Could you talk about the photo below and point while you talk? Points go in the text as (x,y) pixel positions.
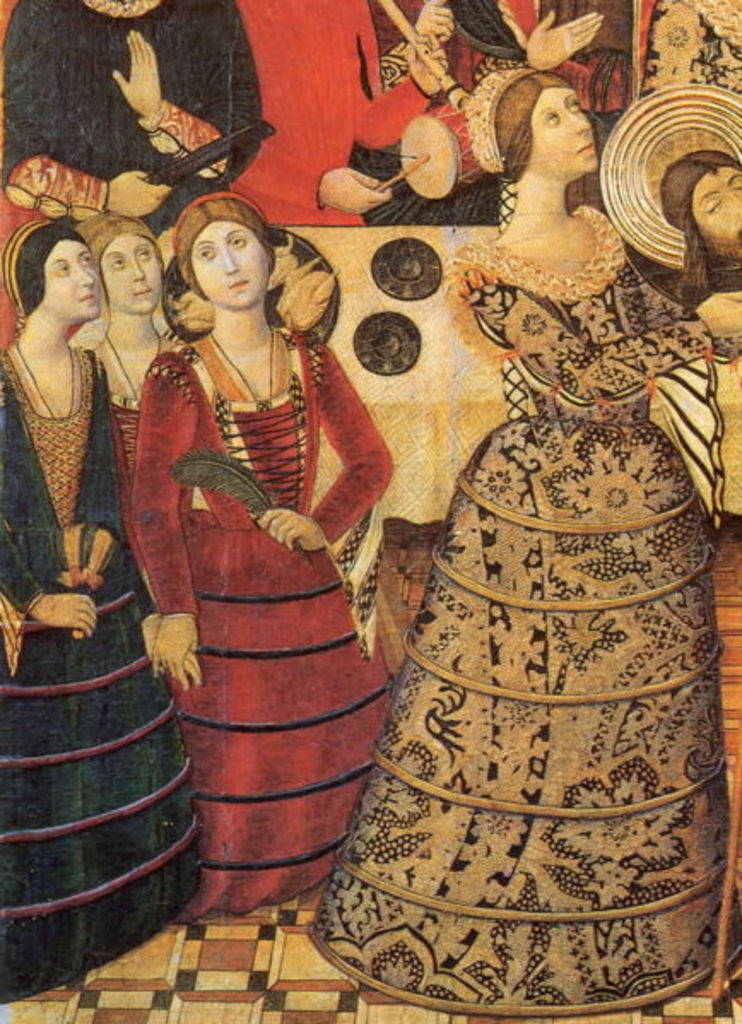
In this image we can see a painting (488,449). In the painting (393,437) we can see a group of persons (553,358). Among them a person (359,194) is playing a musical instrument (431,153).
